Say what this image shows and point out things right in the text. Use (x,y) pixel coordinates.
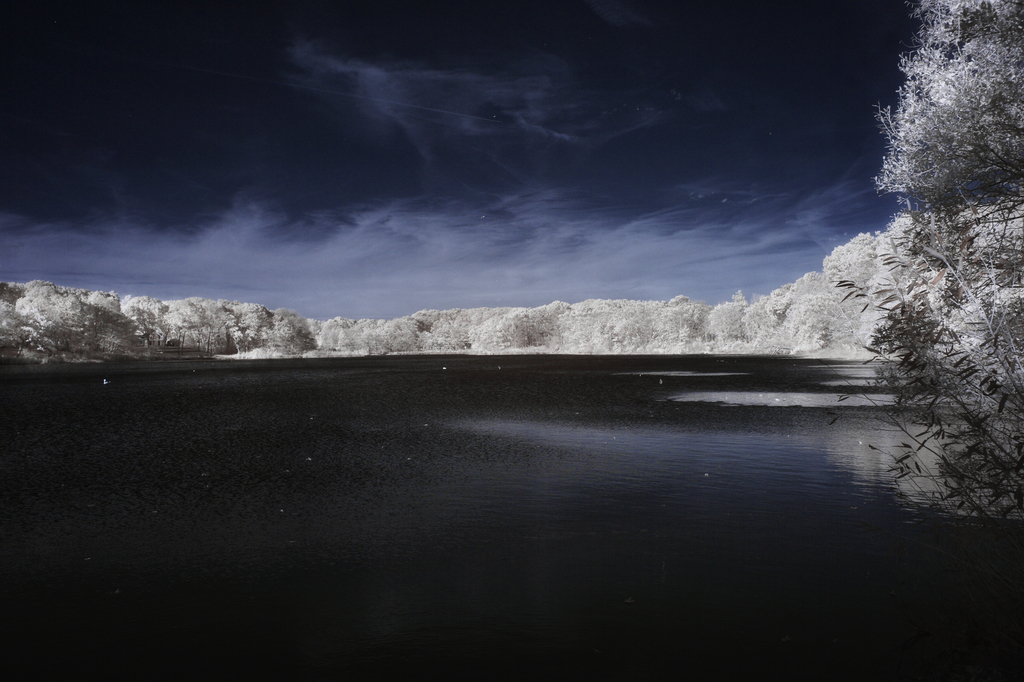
In this picture we can see water (412,605), trees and sky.
